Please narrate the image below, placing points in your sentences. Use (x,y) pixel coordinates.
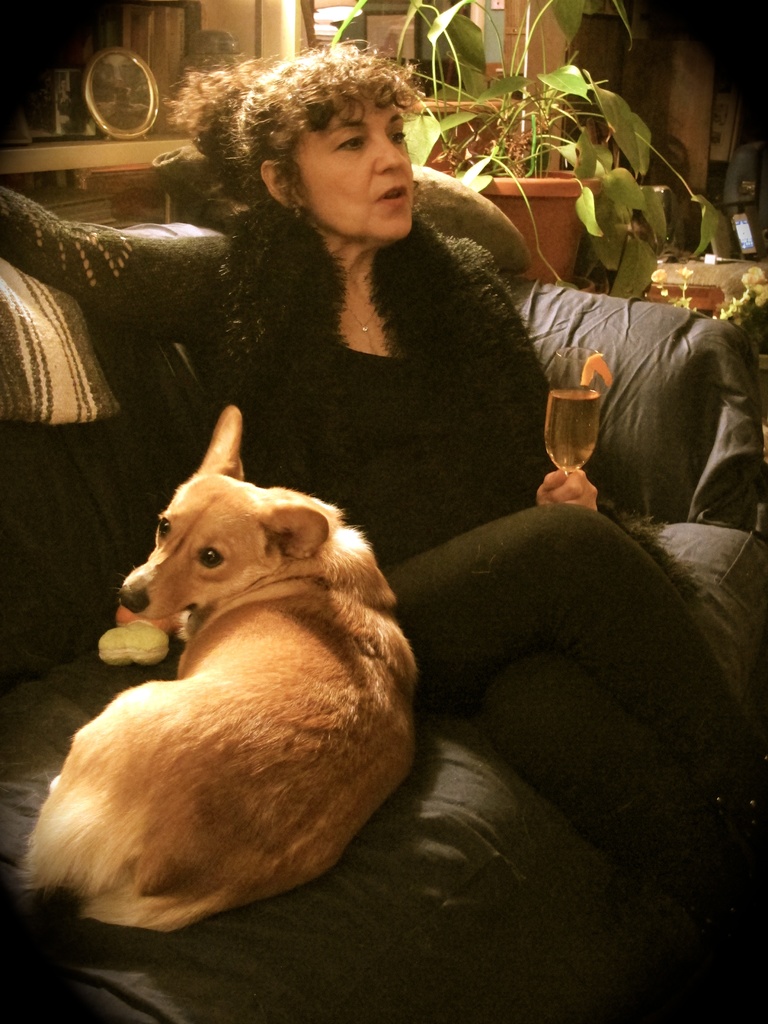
In this image, we can see a person (397,211) holding a glass (560,427) and sitting on the sofa (500,809). There is a dog (268,716) on the left side of the image (242,521). There is a plant (576,264) at the top of the image (414,3). There is an object (128,55) in the top left of the image (123,110).
